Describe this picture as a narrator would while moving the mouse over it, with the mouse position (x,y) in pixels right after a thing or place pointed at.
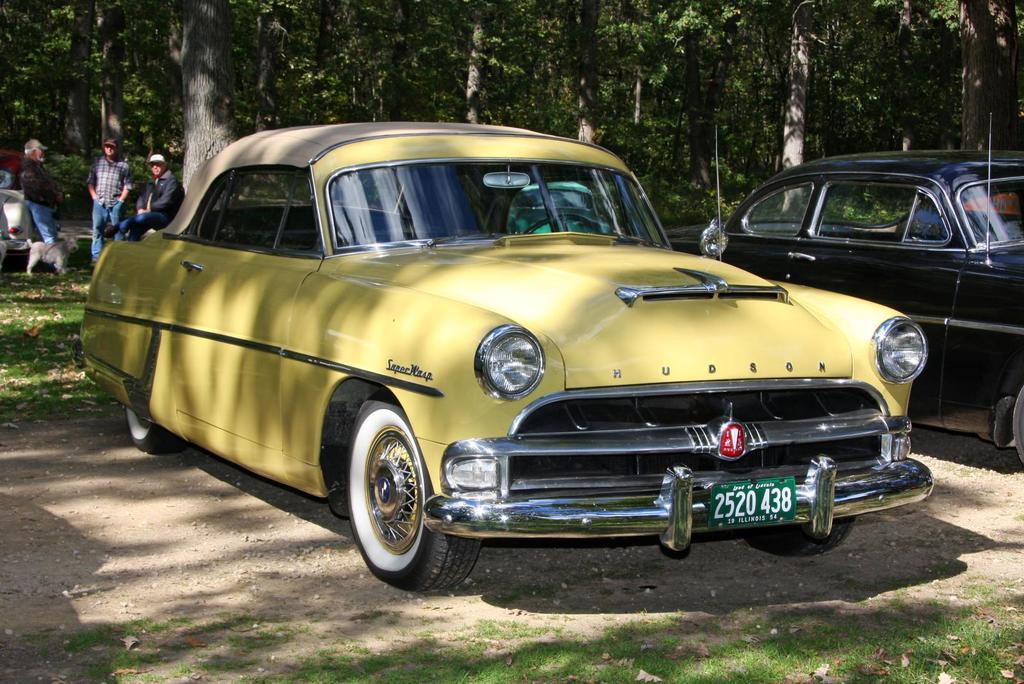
In the image there are two cars (951,428) in the front (350,127) and behind there are three persons (43,181) standing on the left side (170,217) on the grassland (73,299) with trees (209,67) in the background (681,70).
